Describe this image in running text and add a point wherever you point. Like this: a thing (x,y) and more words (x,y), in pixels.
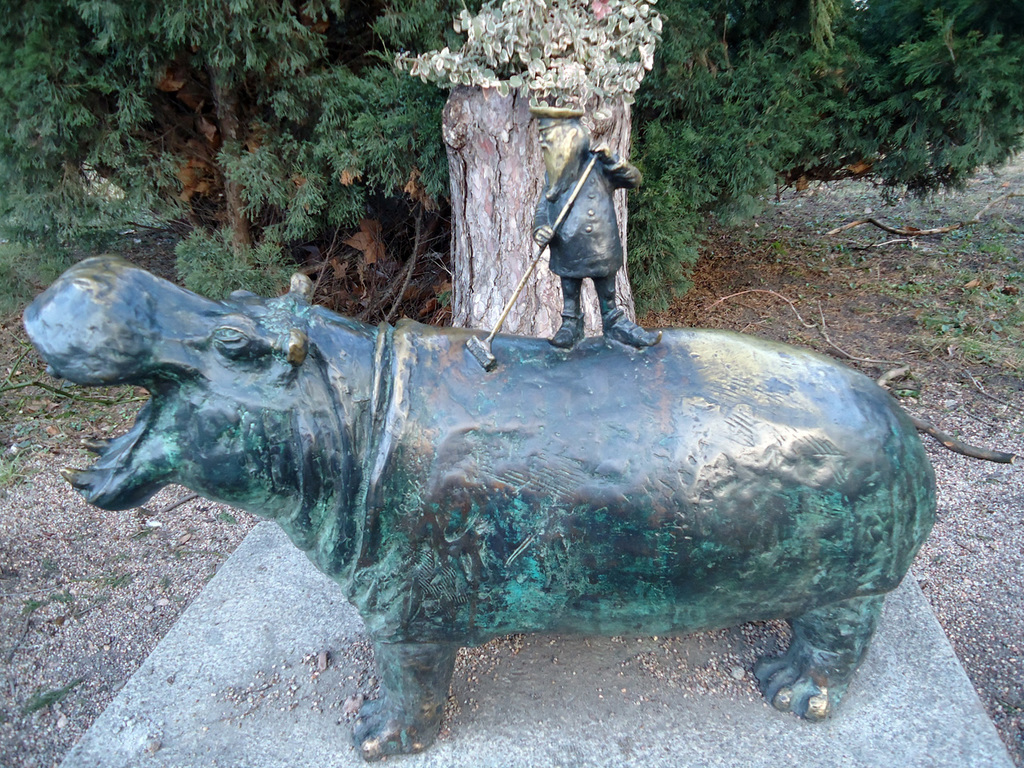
In this image in the center (434,453) there is statue (550,412). In the background (514,191) there are trees (799,87).
